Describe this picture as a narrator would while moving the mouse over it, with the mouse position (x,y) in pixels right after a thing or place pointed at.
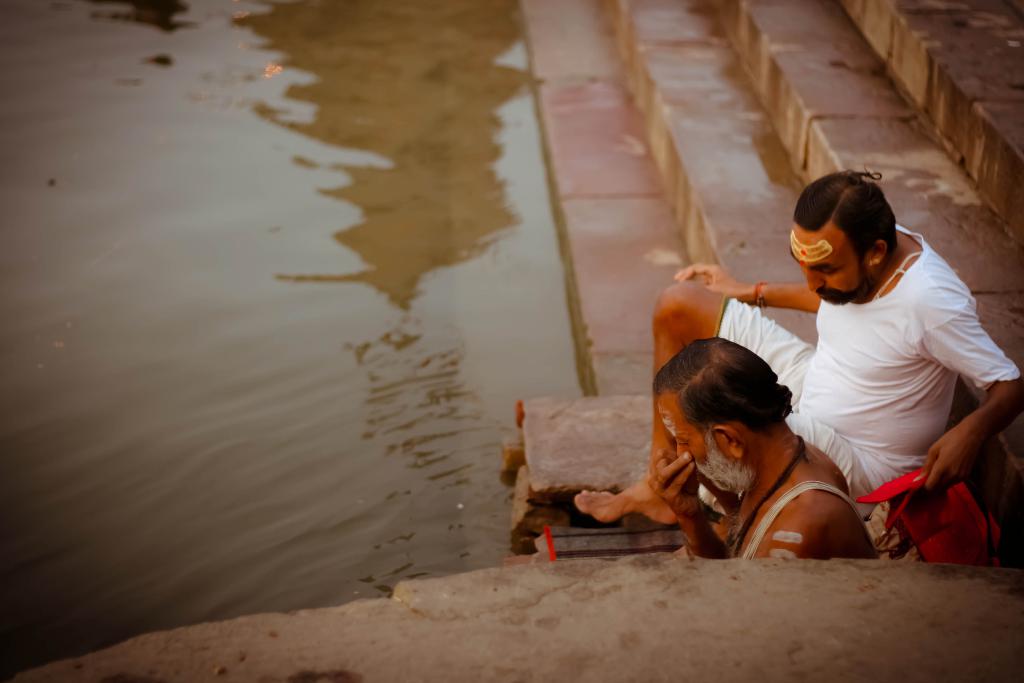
In this picture, there are two men (773,391) towards the right (845,365). Both of them are sitting on the stairs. Before them there is water (453,394). On the top (677,55), there are stairs (698,187). At the bottom (512,629), there is stone (527,587).
